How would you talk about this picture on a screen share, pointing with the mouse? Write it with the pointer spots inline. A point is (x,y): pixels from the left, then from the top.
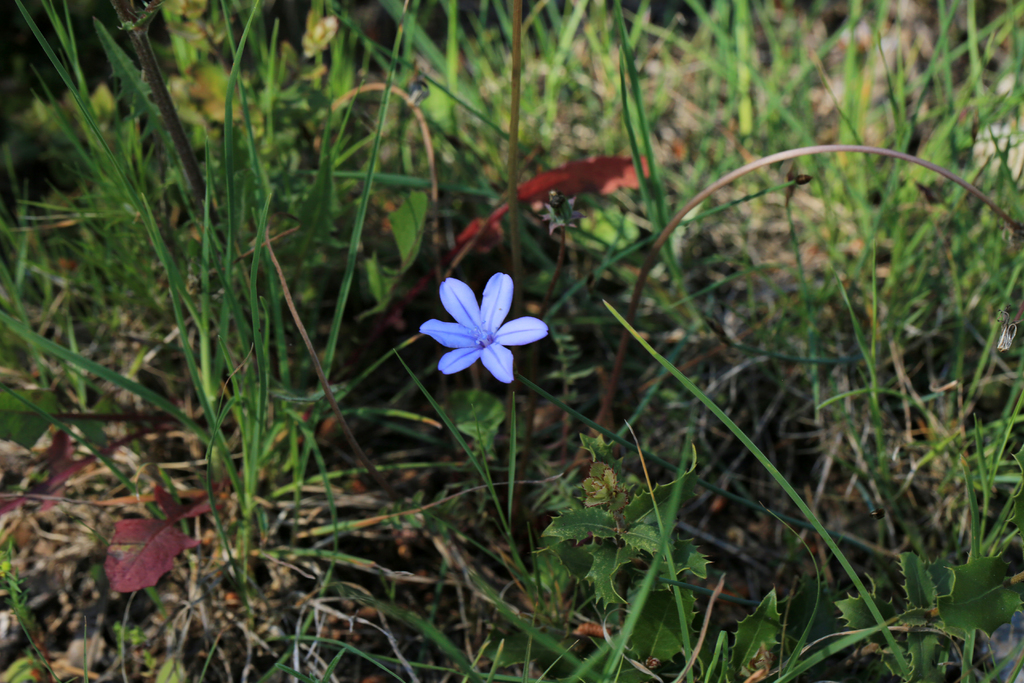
In this image we can see the grass (802,393), plants (455,251) and a flower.
